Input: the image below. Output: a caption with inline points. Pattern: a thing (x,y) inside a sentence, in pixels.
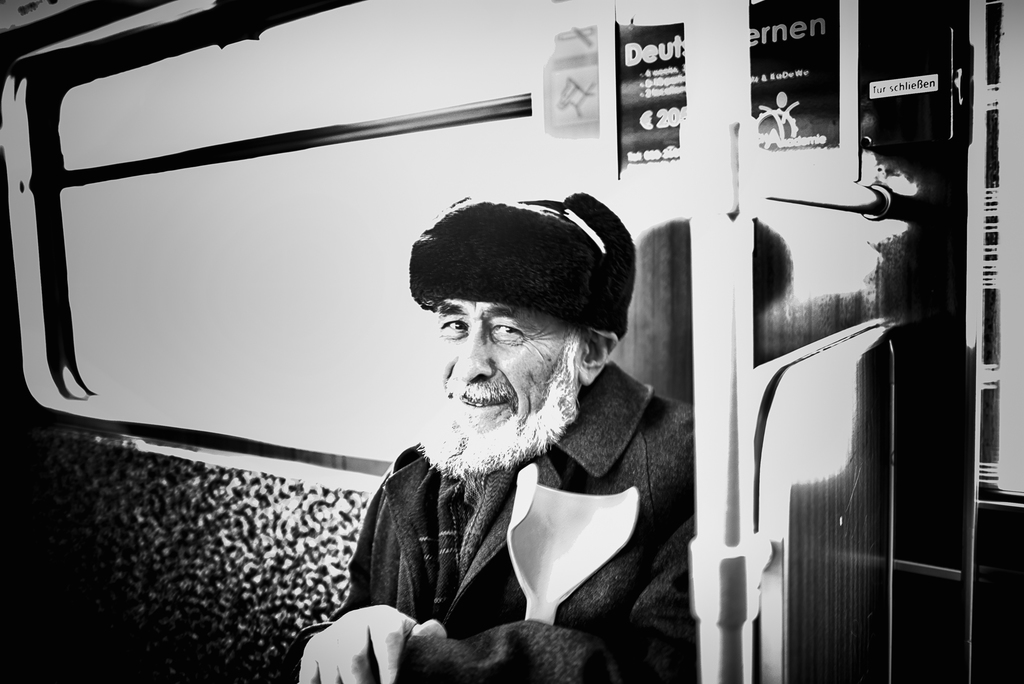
This is a black and white image where we can see a man (461,560) is sitting. Behind the man (381,569), we can see a window (383,156) and a banner (827,24). We can see a pole (728,350) on the right side of the image (738,434).
